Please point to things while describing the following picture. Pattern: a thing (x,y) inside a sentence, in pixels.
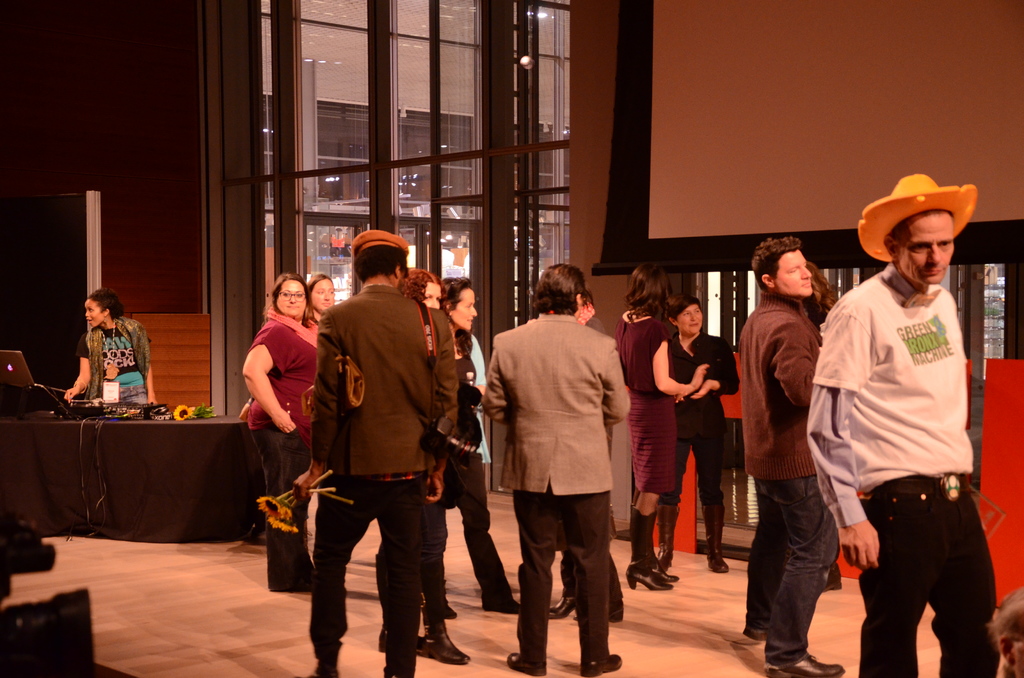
This is a picture in a hotel room (206,551) or in a party. There are many people (867,378) standing in the center of the picture (381,426). On the left (100,404) there is a laptop (7,375) and a music control system (103,405), there is a woman (119,350) standing near it. On the top left (152,95) there is a wall (159,131). In the center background (561,9) there are windows (290,157). On the top right (921,108) there is a wall (752,184).
